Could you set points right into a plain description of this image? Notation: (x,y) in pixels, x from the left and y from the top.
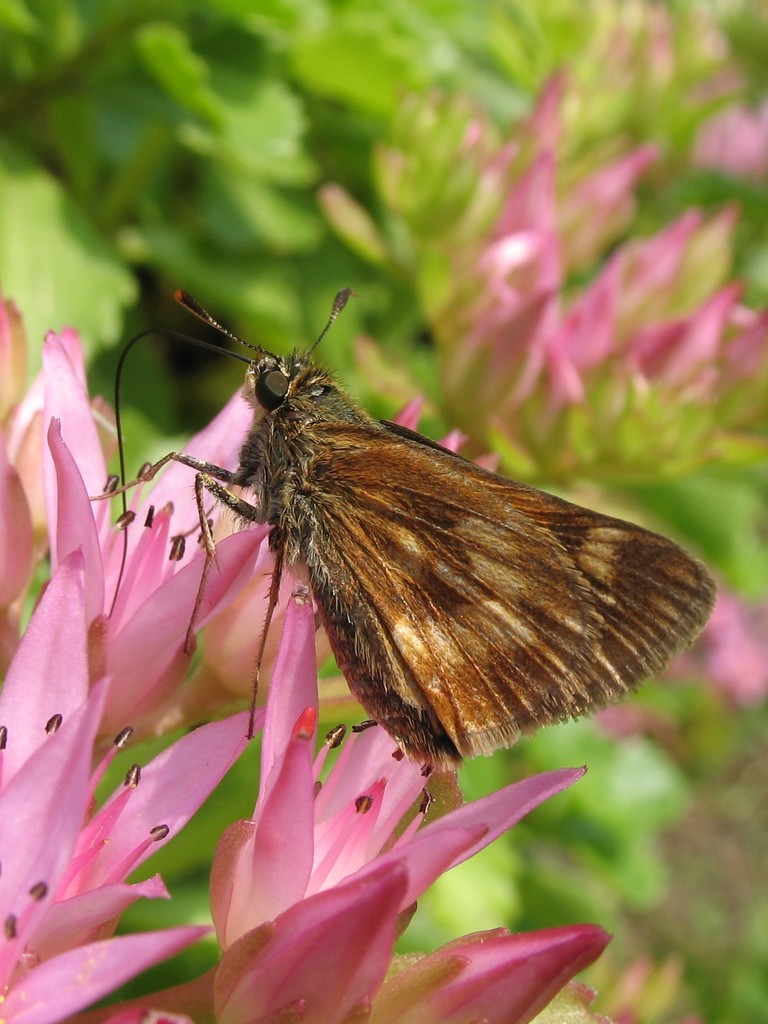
In this picture we can see a butterfly (567,673), flowers (310,631) and in the background (235,7) we can see plants (355,62).
